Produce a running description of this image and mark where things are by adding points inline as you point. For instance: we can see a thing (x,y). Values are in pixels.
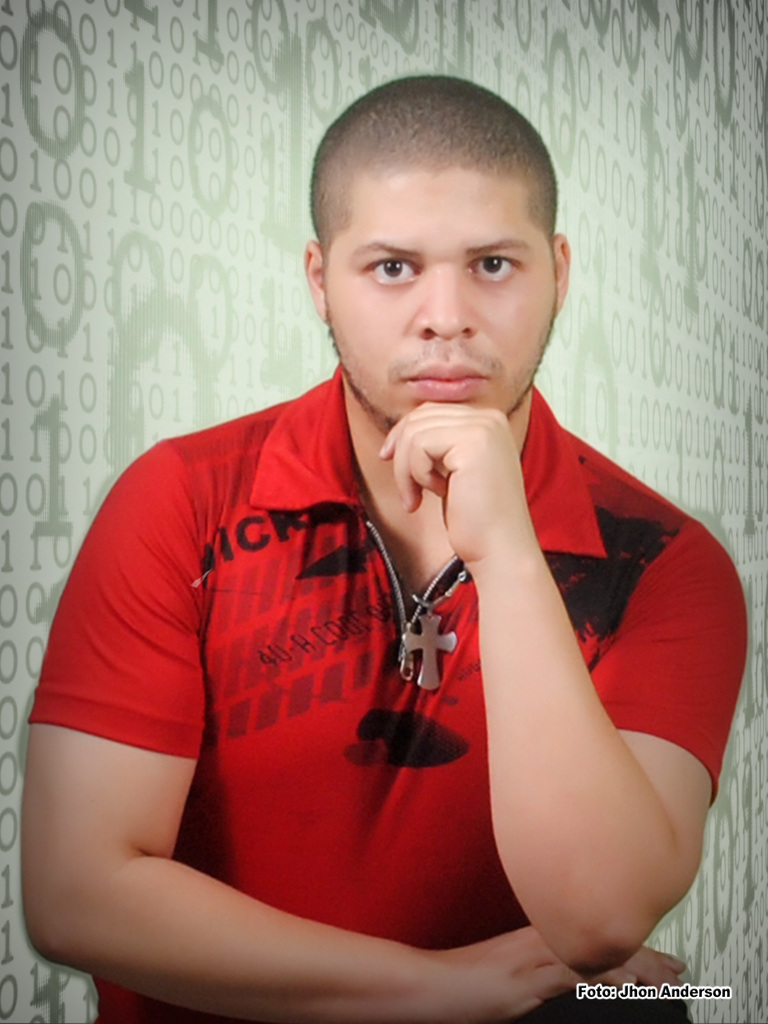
A man (394,159) is there, he wore a red color t-shirt (378,740).
